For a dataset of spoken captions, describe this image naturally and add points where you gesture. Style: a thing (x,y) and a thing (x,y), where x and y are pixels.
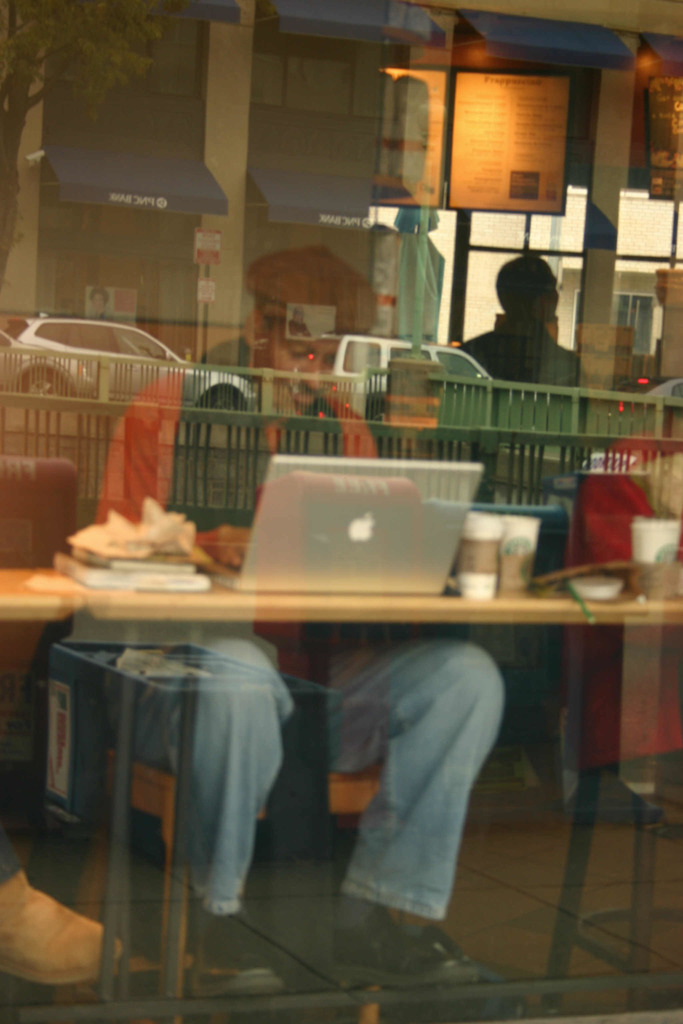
there is a table (266,600) on which there are laptop (358,545), glasses (496,575). in front of it a person (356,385) is sitting on a chair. behind them there is fencing (453,399), cars (360,360) and buildings (253,228). and a tree (66,22) at the left (73,32).
